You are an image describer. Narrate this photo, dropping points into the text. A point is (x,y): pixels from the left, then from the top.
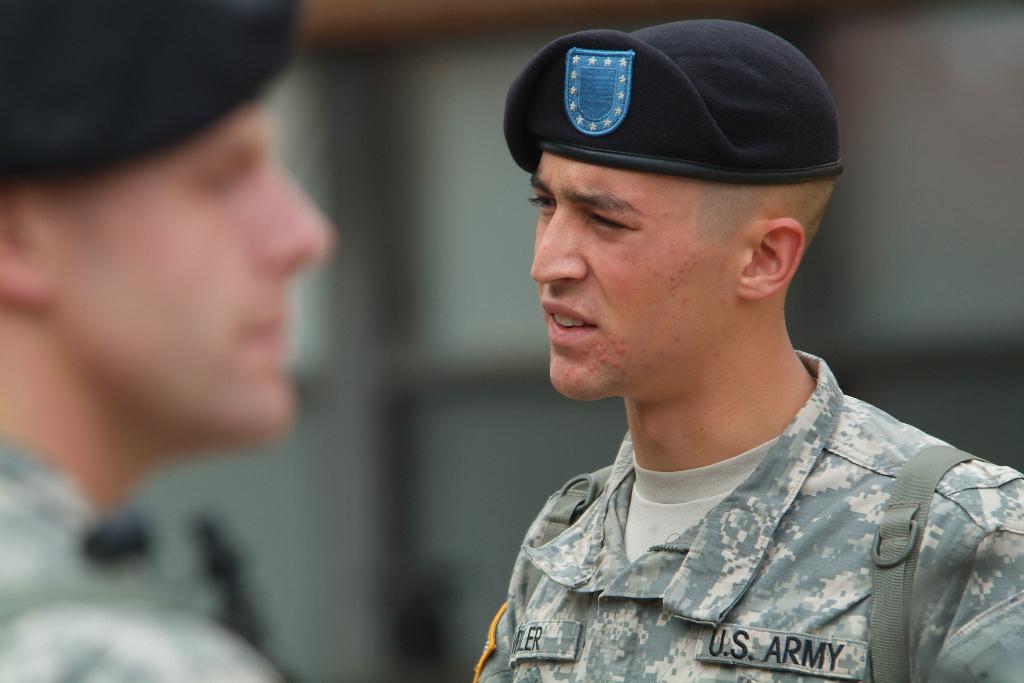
In this image, there is a person (739,354) on the blur background. This person (595,576) is wearing clothes (679,592) and cap (755,138). There is an another person (176,374) on the left side of the image (128,415).
